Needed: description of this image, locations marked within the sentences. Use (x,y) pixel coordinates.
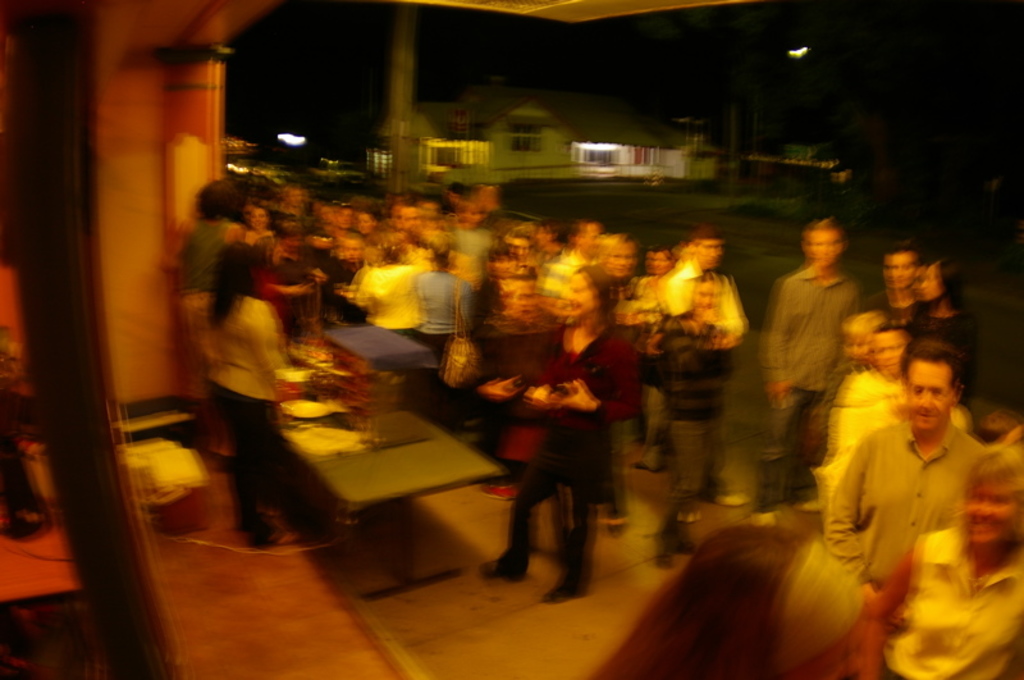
In this picture there are few persons (868,355) standing and there are two persons (239,359) standing in front of a table (347,451) which has few objects (304,372) on it and there is a house (585,147) and trees (921,130) in the background (636,114).
